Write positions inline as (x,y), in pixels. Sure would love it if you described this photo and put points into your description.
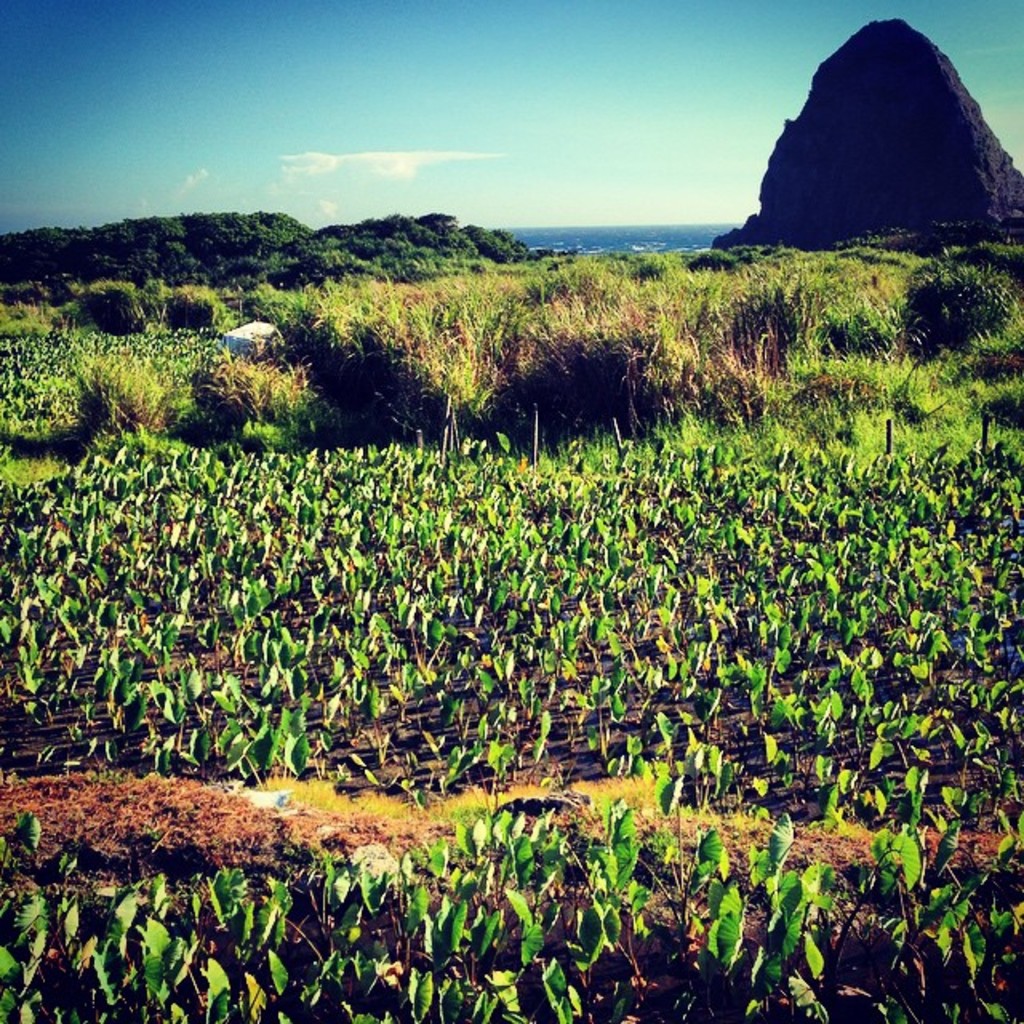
There is greenery (622,766) in the foreground area of the image (381,447) and there is a mountain (881,153) and sky (502,90) in the background area (445,155).
